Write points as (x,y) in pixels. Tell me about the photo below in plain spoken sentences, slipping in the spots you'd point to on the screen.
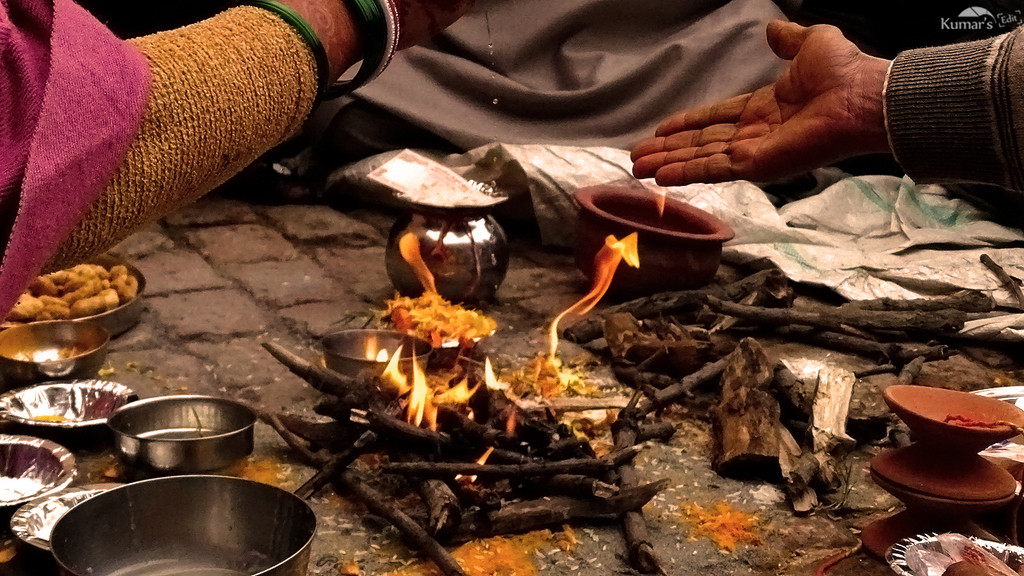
In this image I can see few steel bowls (195,460), money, wooden sticks (463,462), fire (434,423), pots (616,210) on the floor (780,521). I can see a woman hand (162,106) and bangles (377,36) and a man hand (811,58).
